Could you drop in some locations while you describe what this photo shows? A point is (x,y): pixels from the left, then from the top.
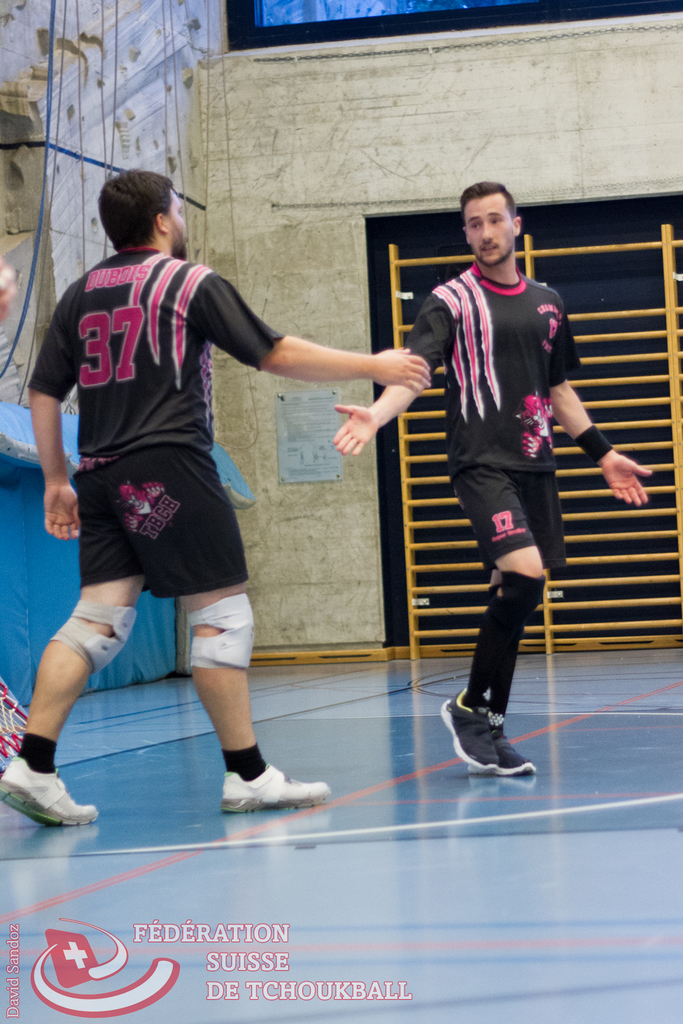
In this image we can see these two persons (113,625) wearing black T-shirts (168,359), socks (475,668) and shoes (29,788) are standing on the ground (141,726). In the background (37,118), we can see the wall (91,128). Here we can see the watermark (187,936) on the bottom left side of the image (13,969).
